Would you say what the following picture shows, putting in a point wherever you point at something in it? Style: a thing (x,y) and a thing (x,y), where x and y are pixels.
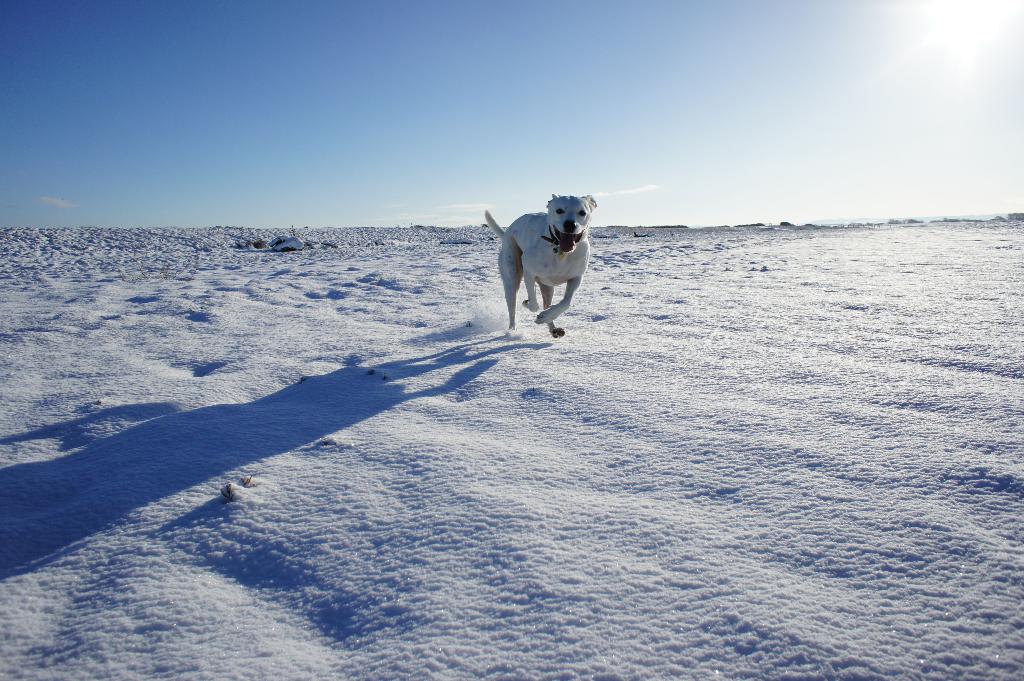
In this image we can see a dog (532,236) on the ground (424,467) covered with snow (520,441). On the backside (469,154) we can see the sun (940,36) and the sky (455,101) which looks clear.
